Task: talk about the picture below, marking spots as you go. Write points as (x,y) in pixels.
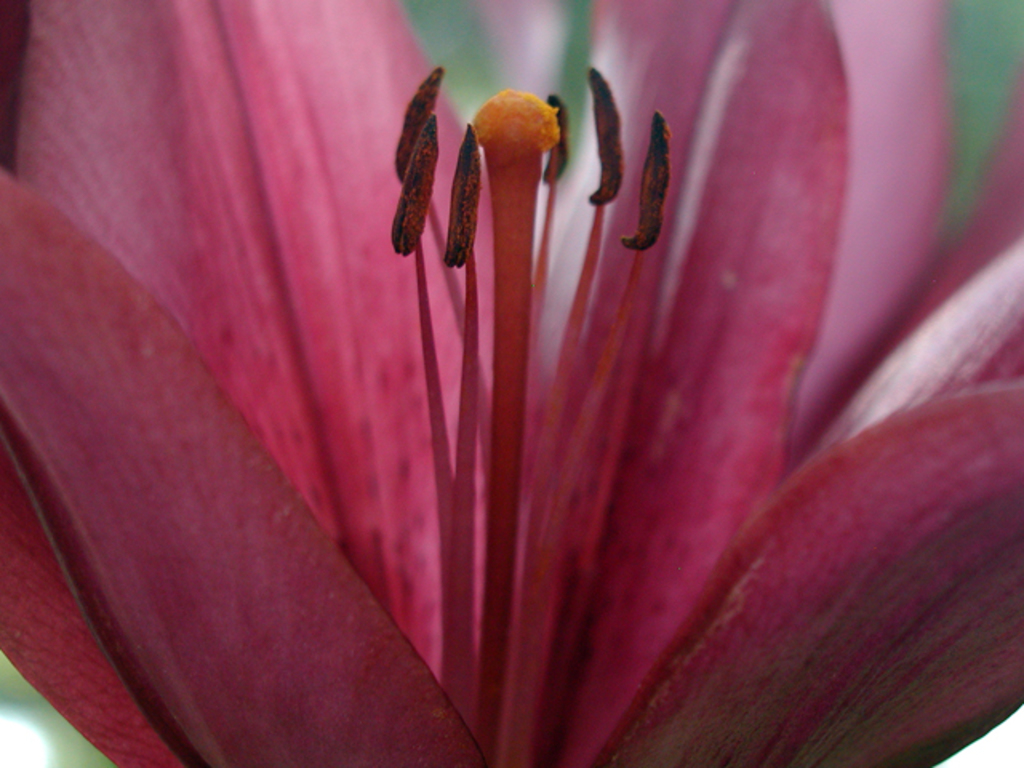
In this picture I can see a flower (525,142), and there is blur background (554,29).
